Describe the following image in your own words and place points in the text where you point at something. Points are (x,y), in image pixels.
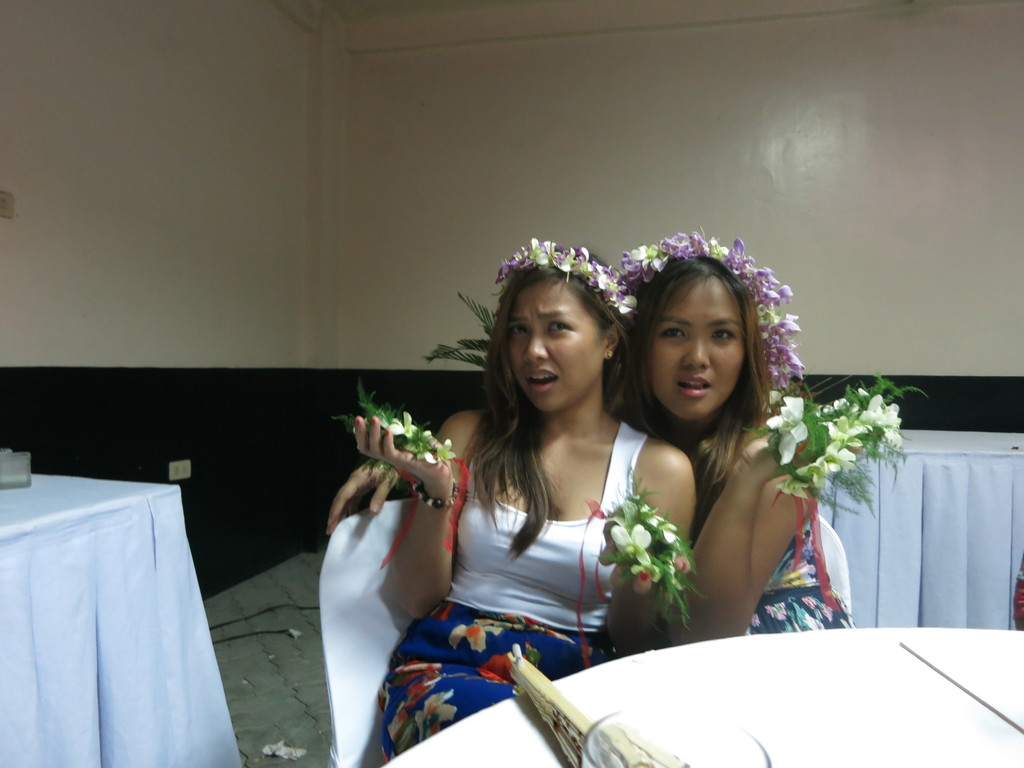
In this picture we can see 2 women (414,522) wearing a headgear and holding flowers (382,406) in their hands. There are sitting on a chair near a table (672,679).
